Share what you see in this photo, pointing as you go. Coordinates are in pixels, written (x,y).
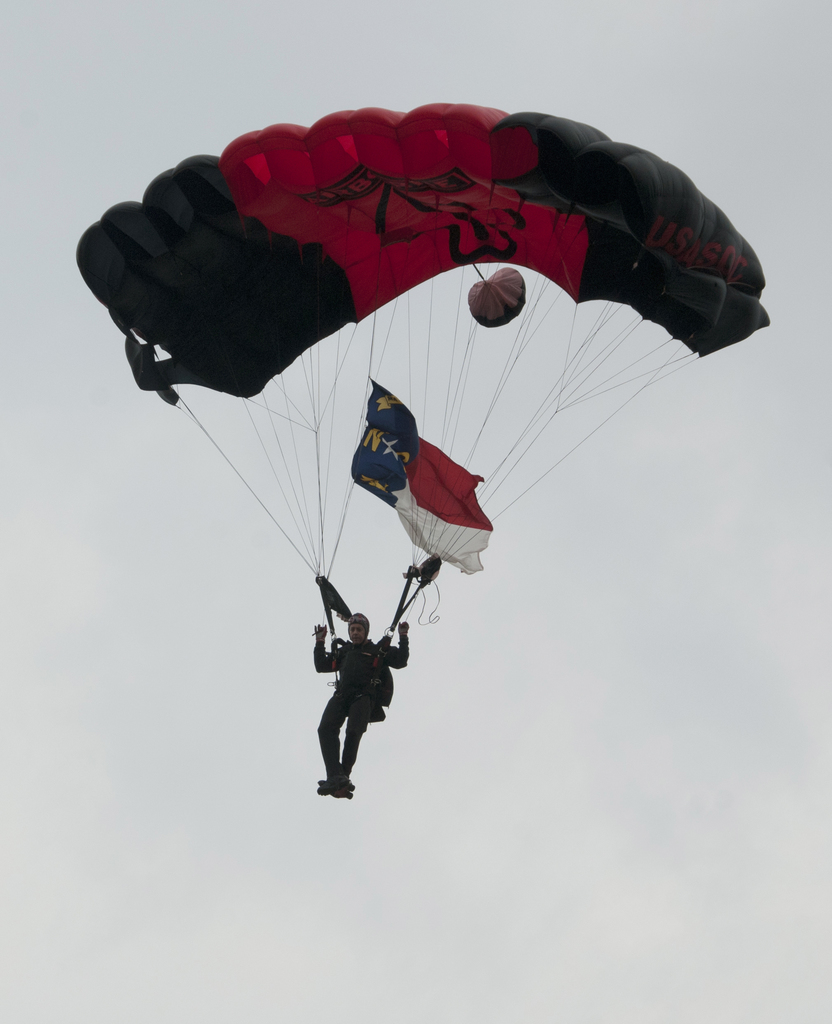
In the picture we can see a parachute (93,272) with a man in the air (638,792) holding the strings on it and a flag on it in the air (342,812).
